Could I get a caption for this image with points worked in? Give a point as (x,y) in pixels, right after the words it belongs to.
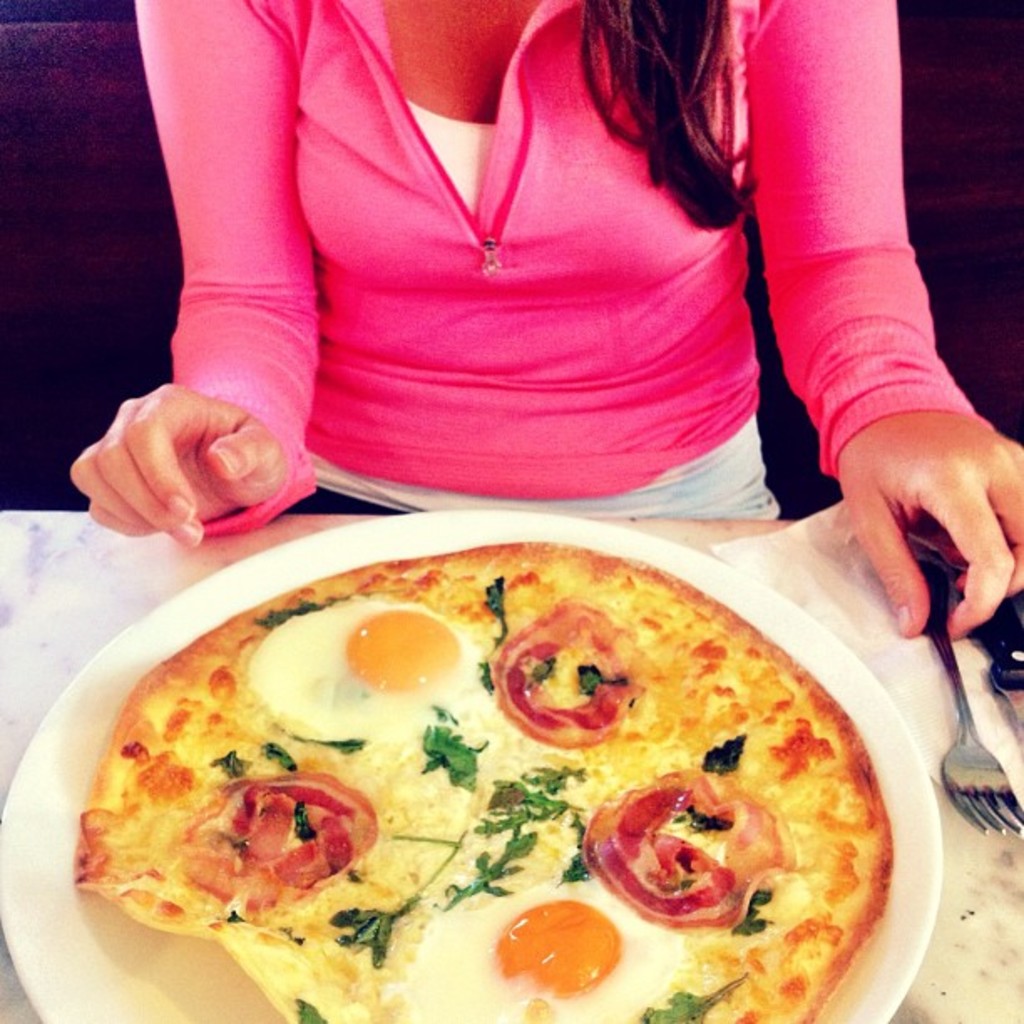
As we can see in the image there is a woman (471,345) sitting on sofa (68,153) and wearing pink color dress (373,149). In the front (89,560) there is a table (39,582). On table (15,608) there is a plate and fork (948,635). On plate (841,653) there is a dish (249,726).
